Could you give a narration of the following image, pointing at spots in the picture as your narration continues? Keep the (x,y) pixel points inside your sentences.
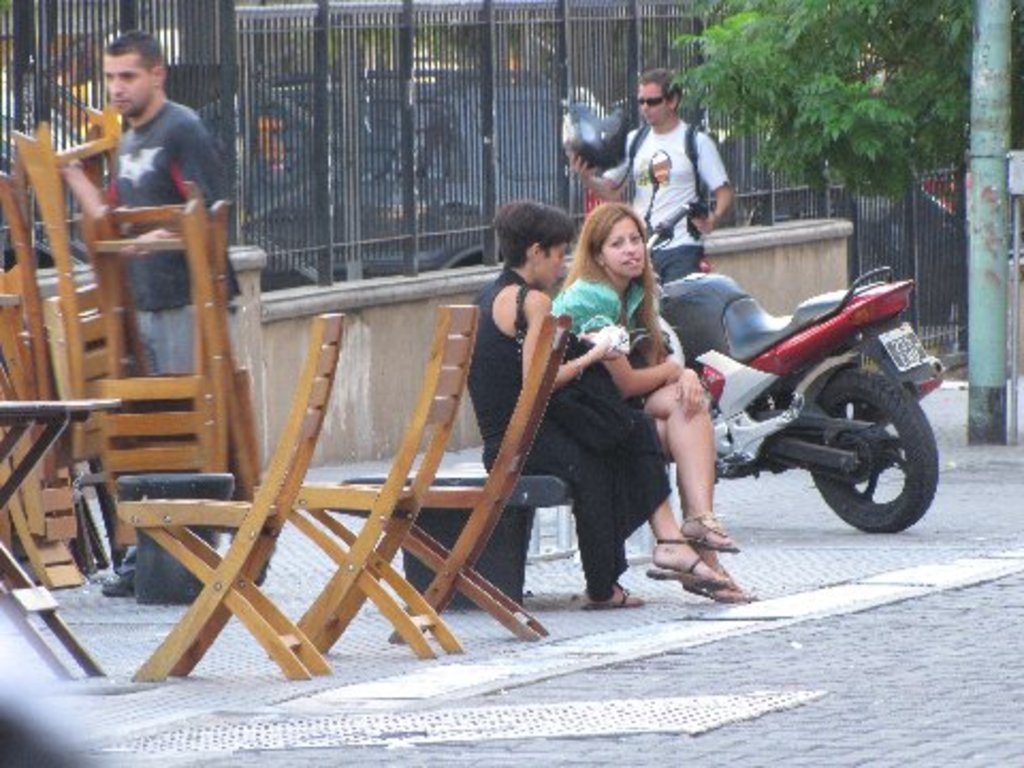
In this image there are two lady persons (599,491) sitting on the bench (559,485) and at the left side of the image (141,274) there is a person (152,301) standing and there are also chairs (427,486) and at the right side of the image (750,330) there is a bike (787,371) and a person (657,196) holding a helmet (607,162).
